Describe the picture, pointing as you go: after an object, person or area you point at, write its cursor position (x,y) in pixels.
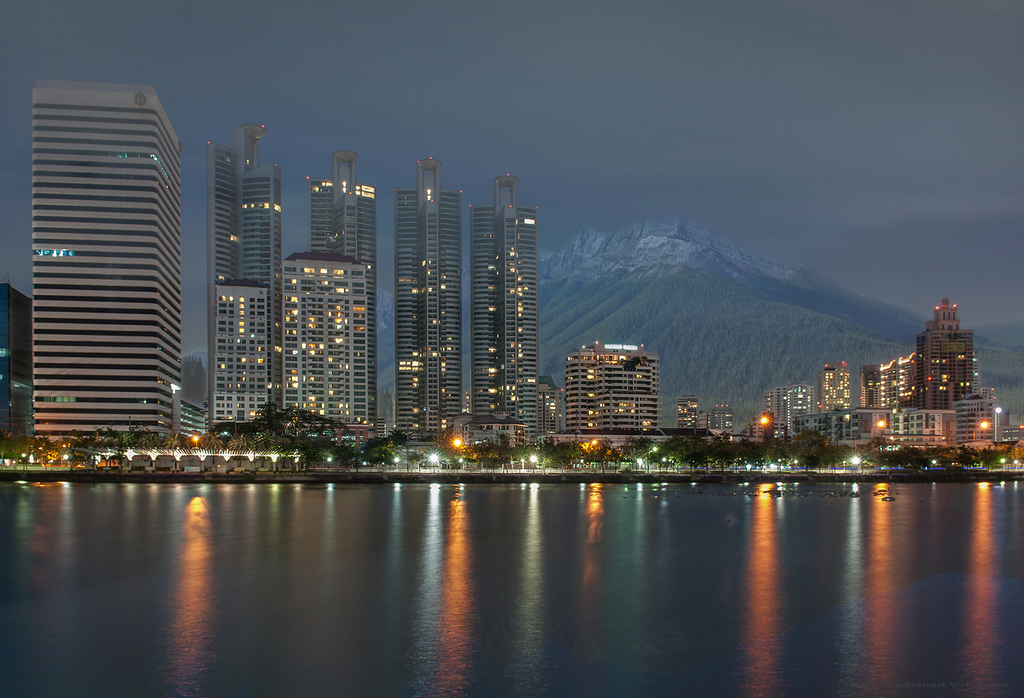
In this picture we can observe a river (564,534). There are some tall buildings (440,415). We can observe some trees (485,445) and lights (770,464). In the background (692,291) there are hills (692,317) and a sky (515,137).
